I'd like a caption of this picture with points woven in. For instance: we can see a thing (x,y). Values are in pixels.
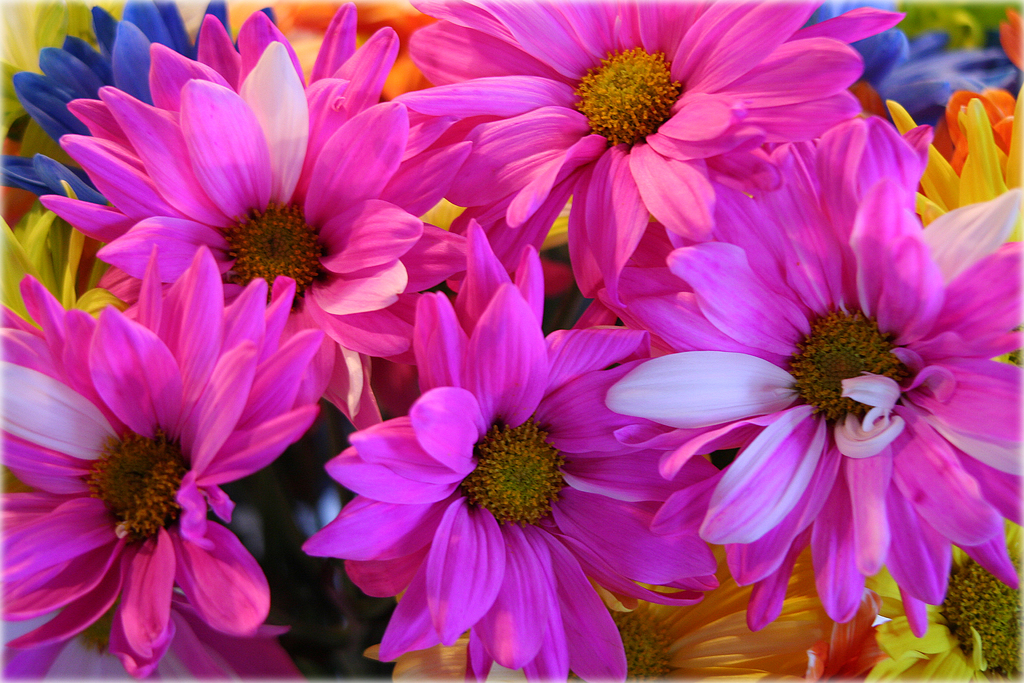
In this picture we can see a flowers (960,333) are there.
